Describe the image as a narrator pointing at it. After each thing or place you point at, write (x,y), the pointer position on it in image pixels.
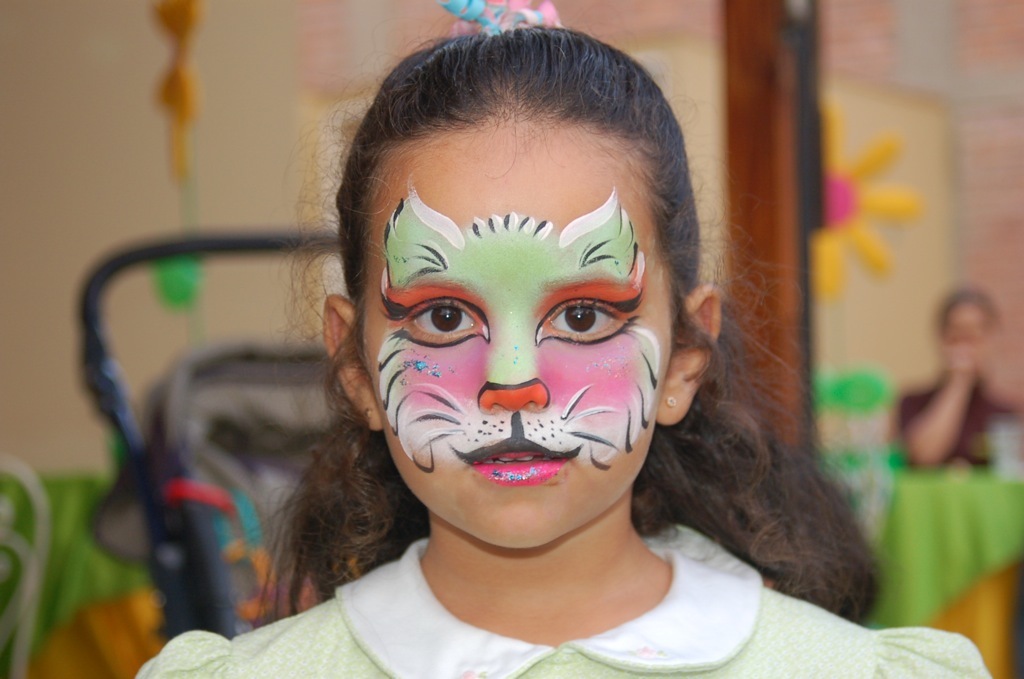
In this image there is a girl (558,637) in the middle (374,415) who has a painting (506,290) on her face (527,393). In the background (955,374) there is a person (914,433) on the right side (959,370). On the left side (95,173) there is a wall (89,206). Behind the girl (377,603) there is a trolley (218,477).
